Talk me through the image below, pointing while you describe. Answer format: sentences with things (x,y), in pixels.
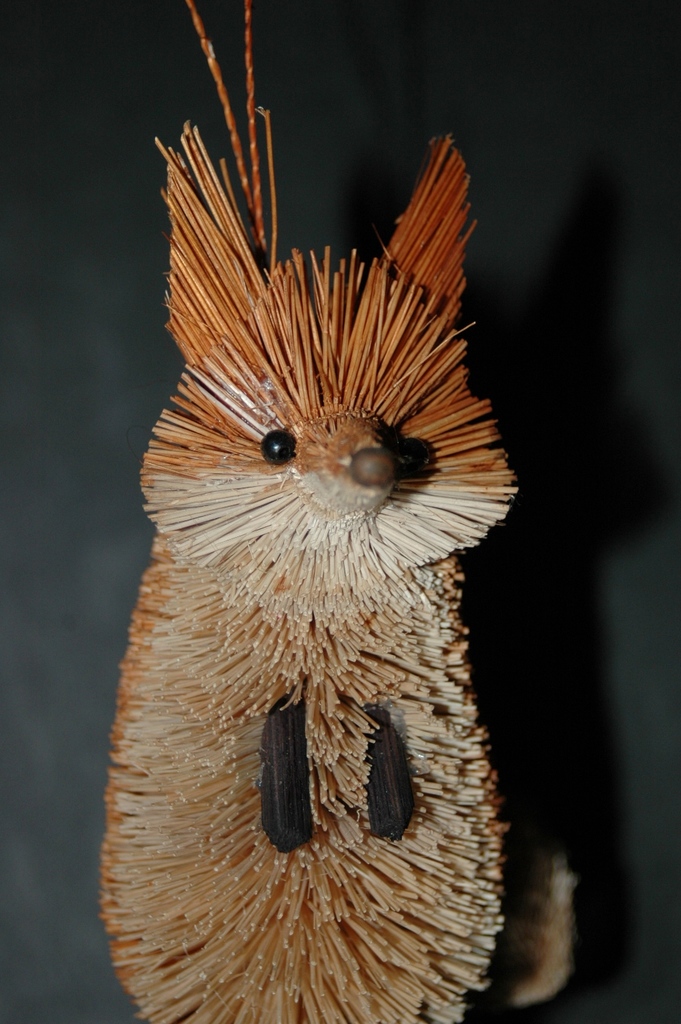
The picture consists of a toy (177,646) made with sticks (376,521) like objects (335,529). The background (45,945) is dark.
